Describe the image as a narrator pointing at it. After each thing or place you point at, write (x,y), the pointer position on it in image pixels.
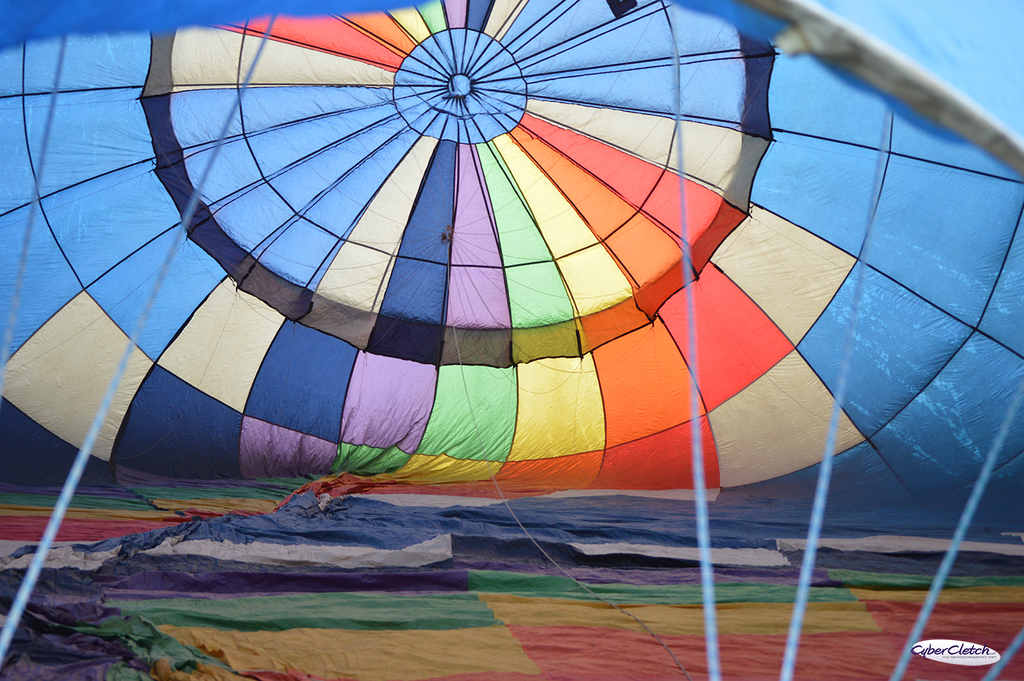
In this image we can see a hot air balloon (392,407).
